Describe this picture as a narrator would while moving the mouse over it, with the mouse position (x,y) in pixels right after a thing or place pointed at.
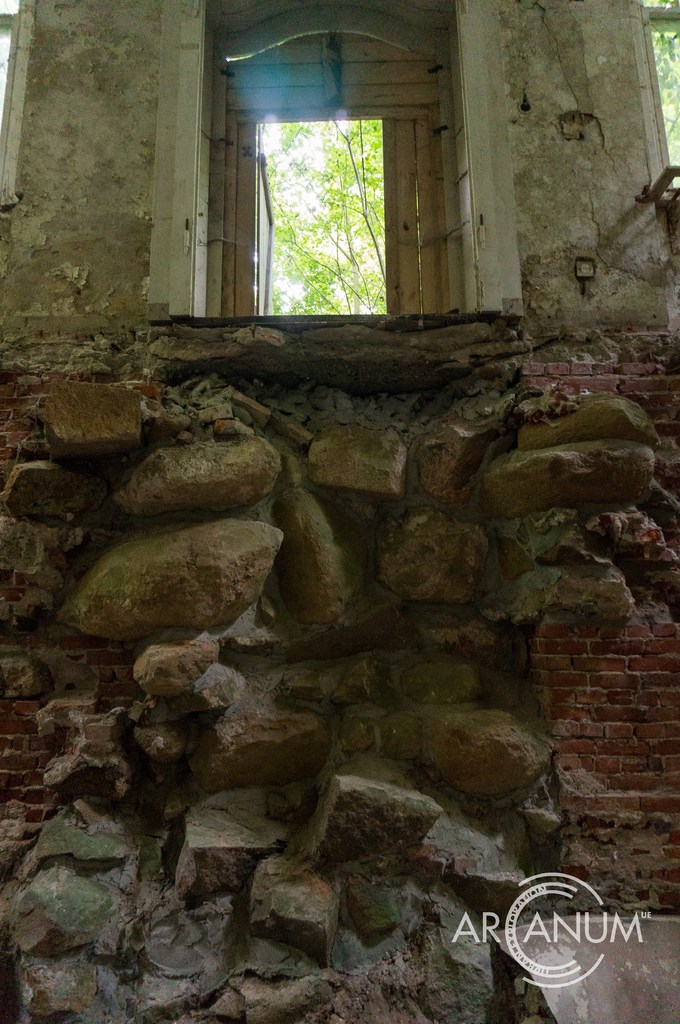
The picture is taken inside the house (298,775) where one brick wall (409,707) is present and in the middle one door (350,78) is present and outside the door (353,88) trees (331,203) are present in the picture.
